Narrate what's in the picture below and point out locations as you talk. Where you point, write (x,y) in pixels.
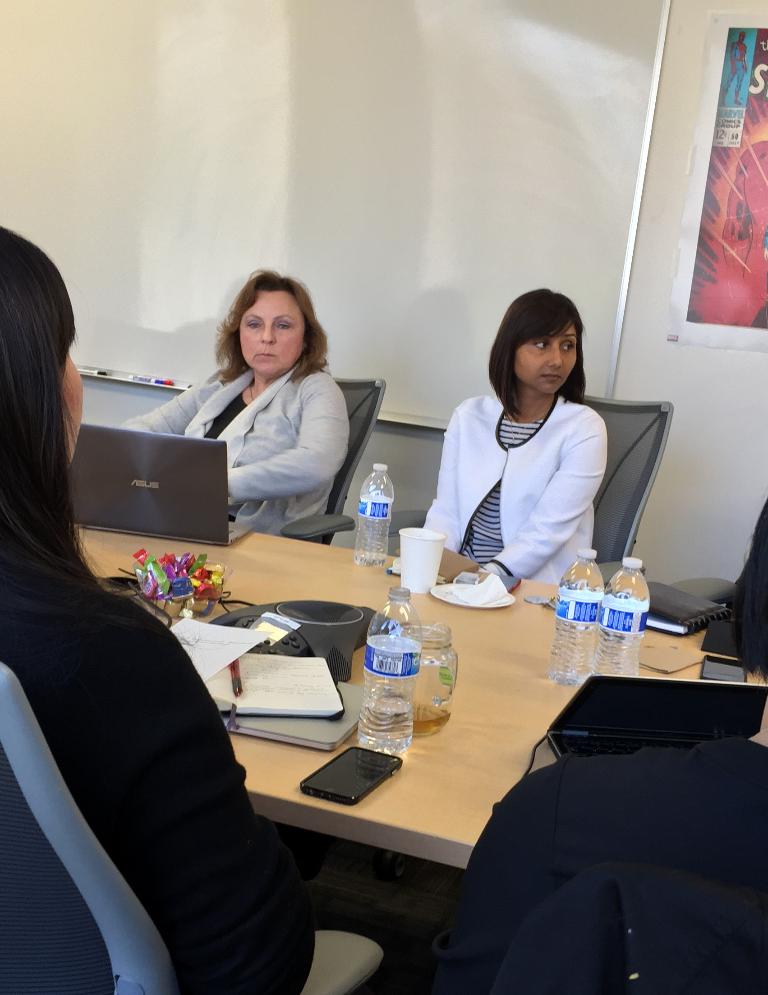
In this image there are four person (158,819) sitting on the chair (77,876). In front of the person (234,763) there is a table (309,777) on the table (354,807) there is bottle (409,707), mobile (309,787), book (245,697), pen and laptop (211,541). On the wall (646,235) there is board (260,126).
